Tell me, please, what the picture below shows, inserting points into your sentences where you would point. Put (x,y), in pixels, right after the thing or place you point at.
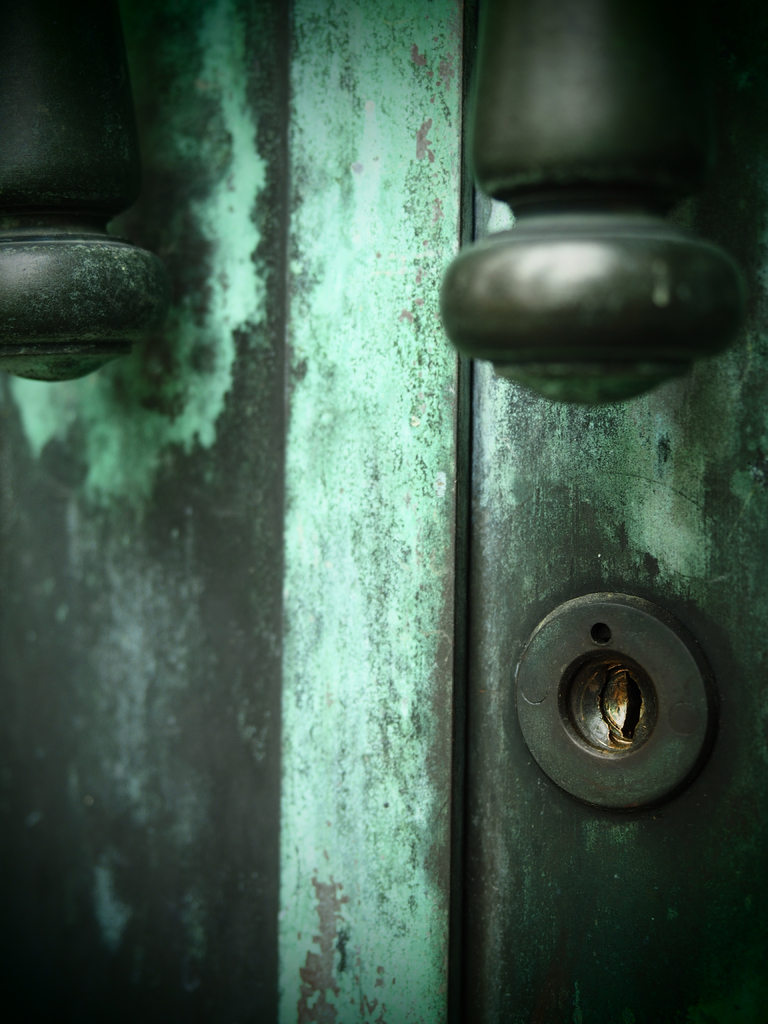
This is the picture of a door (532,607). In this image there are handles (559,87) and there is a lock (597,730) on the door (397,383).
